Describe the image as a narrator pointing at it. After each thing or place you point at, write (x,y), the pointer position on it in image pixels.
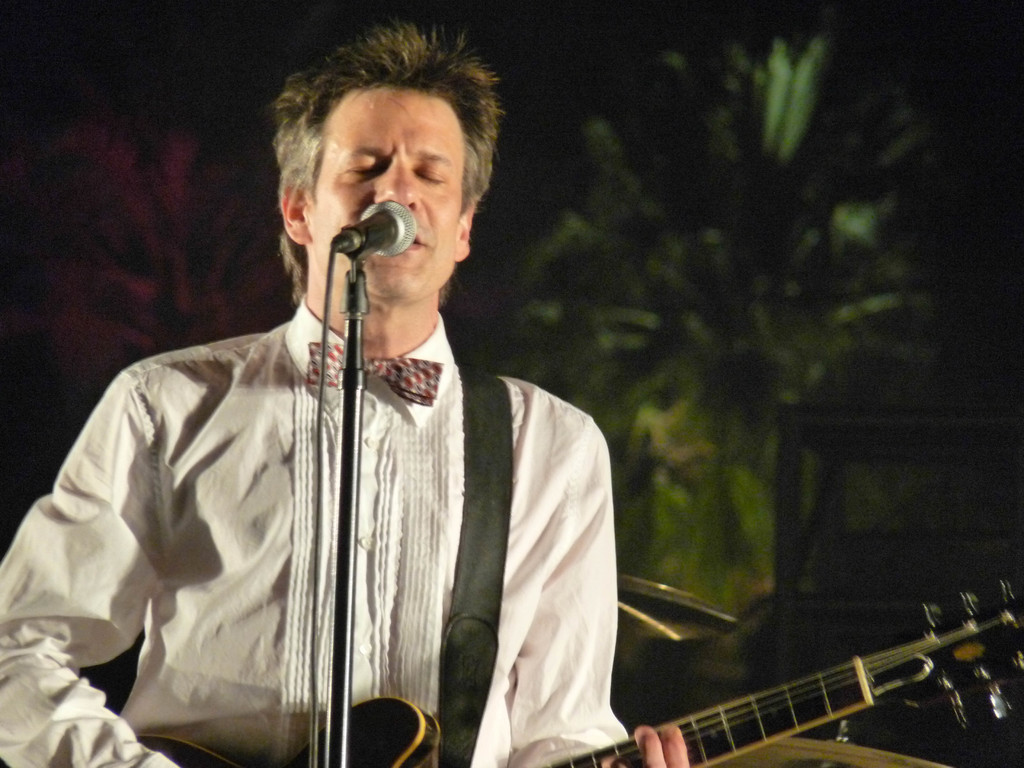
In this image I can see a person (284,408) wearing white colored dress (240,465) is holding a musical instruments (745,705) in his hand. I can see a microphone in front of him. In the background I can see few trees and the dark sky (564,172).
